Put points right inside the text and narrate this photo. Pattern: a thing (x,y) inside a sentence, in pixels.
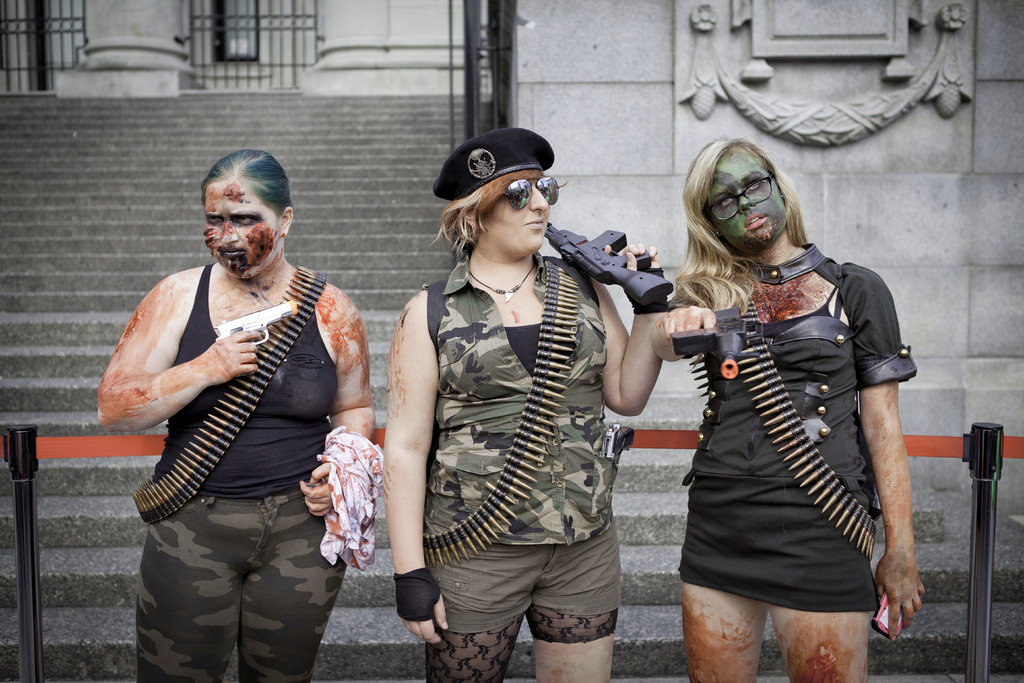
In the image there are three ladies (590,355) standing and they are wearing bullet chains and holding guns (550,224). In the middle of them there is a lady (530,191) with a hat (509,159) and goggles (510,194). Behind them there are poles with red object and there is a wall (549,75) with sculpture (702,49). And also there are steps (201,116), pillars (127,61) and fencing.
